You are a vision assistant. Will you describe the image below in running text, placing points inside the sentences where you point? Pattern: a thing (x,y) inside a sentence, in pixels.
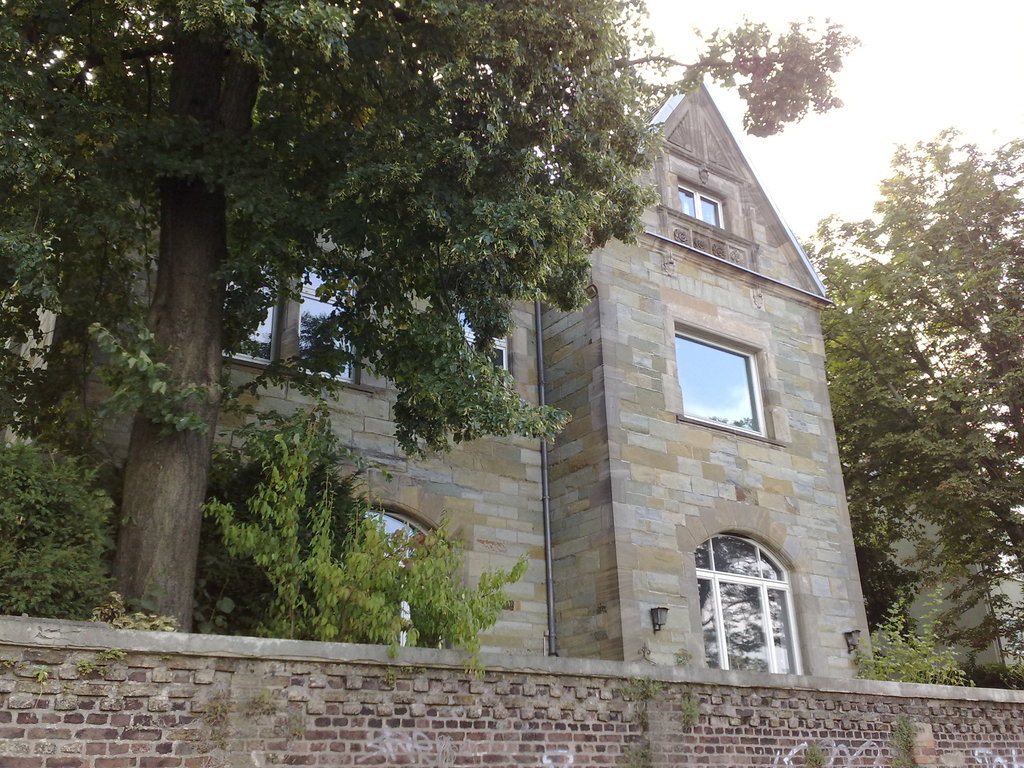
There is a wall (396,679) at the bottom of this image (490,719). We can see trees (191,315) and a building (631,330) in the middle of this image (358,287). The sky (806,171) is in the background (807,147).
